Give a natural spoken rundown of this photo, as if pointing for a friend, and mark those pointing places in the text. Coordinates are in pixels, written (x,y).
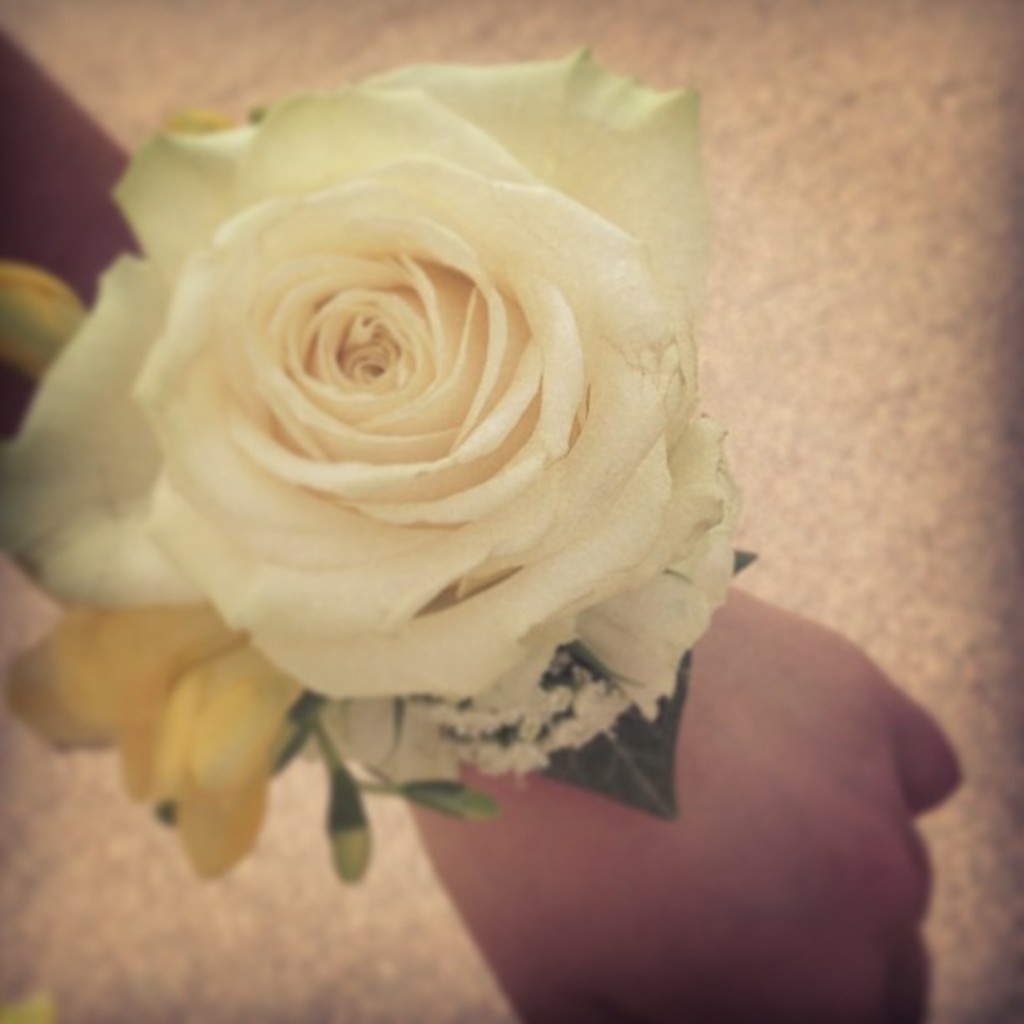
In this image there is a hand (650,1003). There is a white color rose flower (568,624) with a leaf (596,773).
